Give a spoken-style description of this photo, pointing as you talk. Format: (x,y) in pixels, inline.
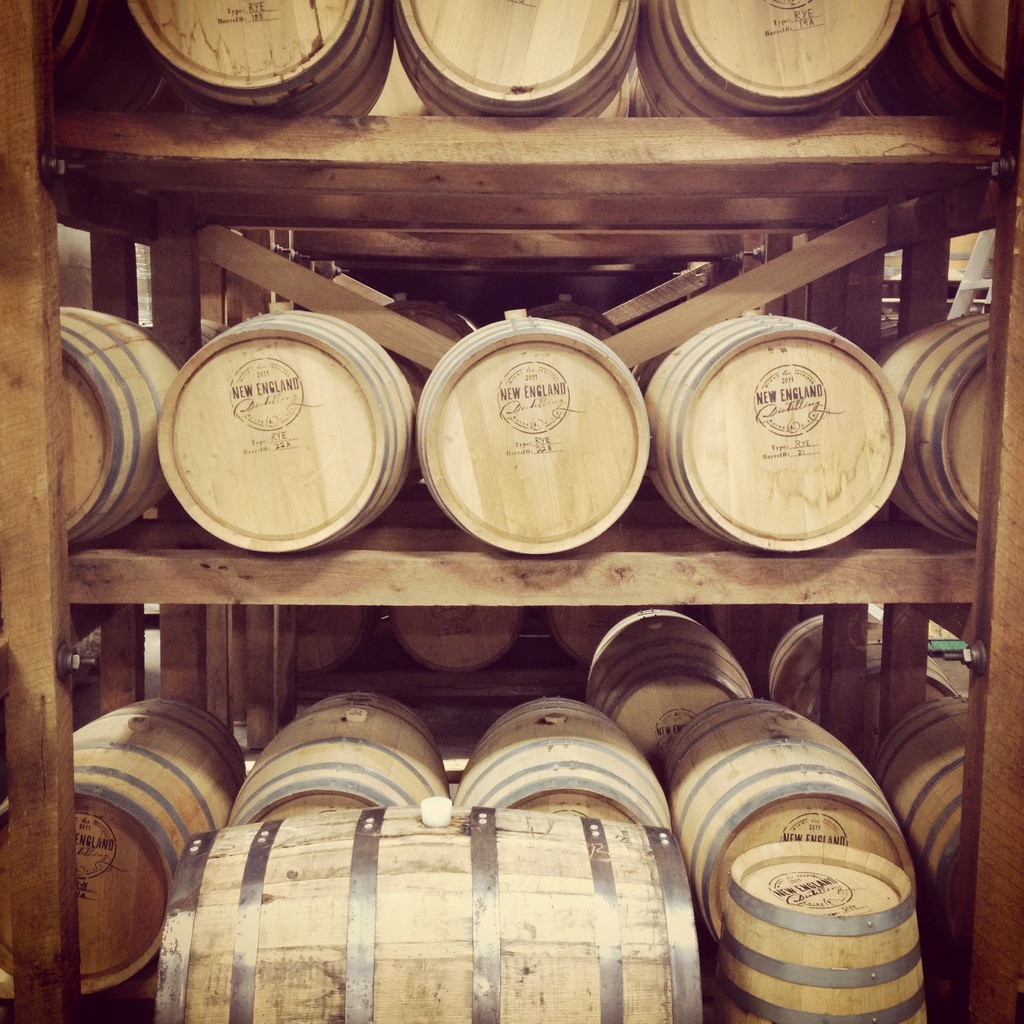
In the image we can see there are barrels (553,633) kept in the wooden racks (712,148).
